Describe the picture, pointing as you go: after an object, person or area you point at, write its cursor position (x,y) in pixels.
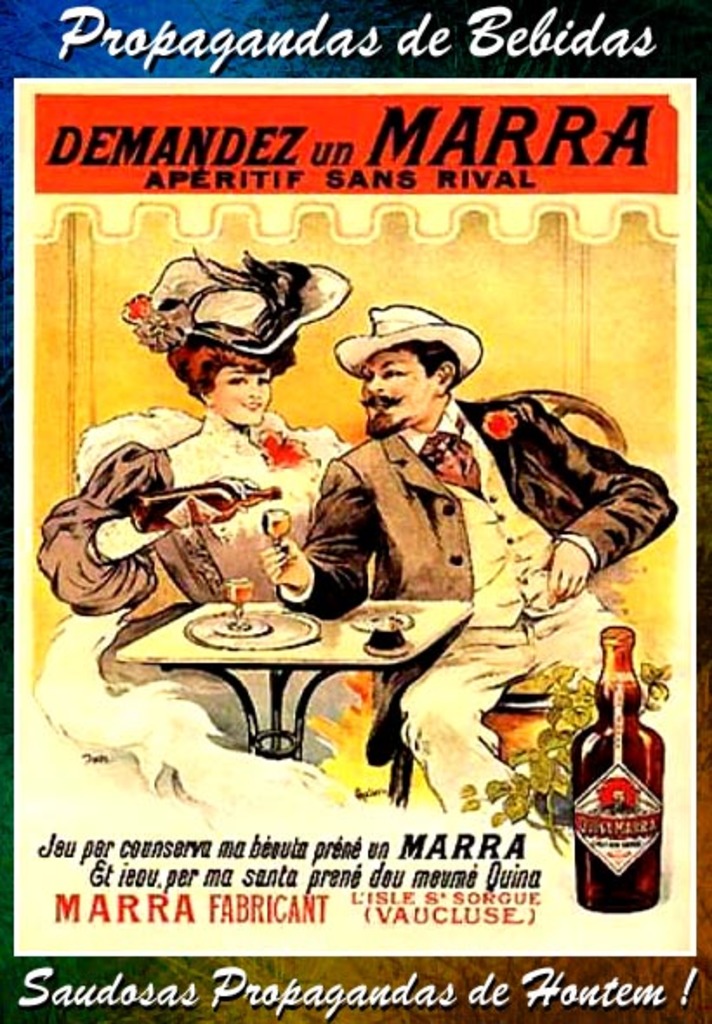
In center of the image (383,355) there is a poster (256,199). There are depictions of a man (352,456) and a woman (64,673) in it.
